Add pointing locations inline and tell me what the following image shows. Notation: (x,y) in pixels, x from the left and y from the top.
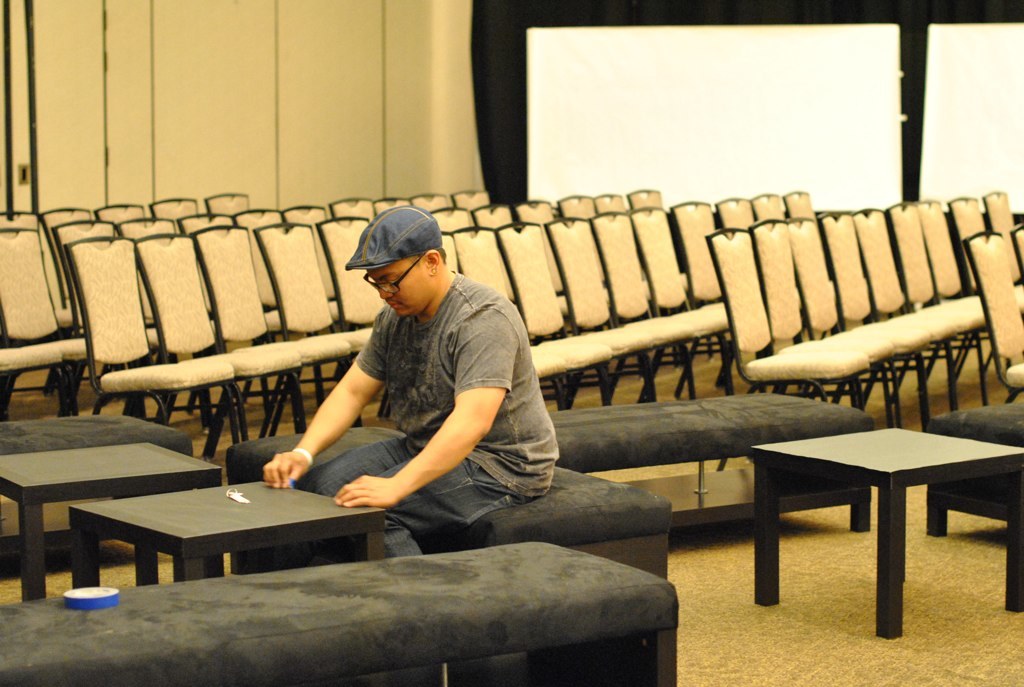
In this image there is a person (428,421) sitting in a room (640,475) on the bench (558,481) and there are chairs (613,268) in a room (745,277).
